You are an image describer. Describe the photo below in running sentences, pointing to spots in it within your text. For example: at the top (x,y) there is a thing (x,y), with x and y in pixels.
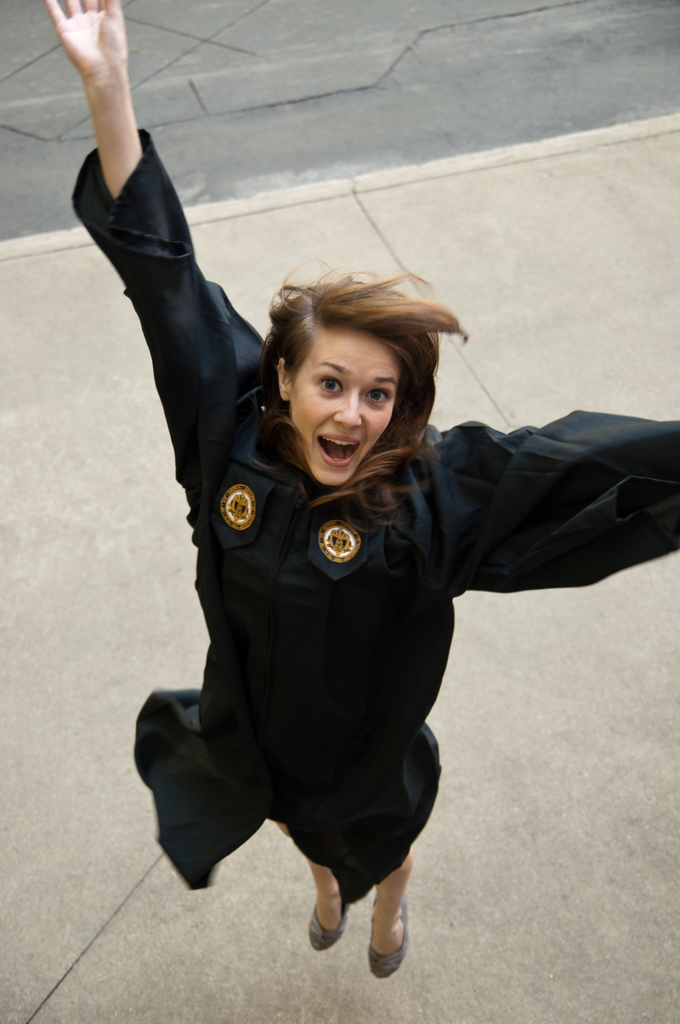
In this picture I can see a woman (366,568) is smiling. The woman (317,575) is wearing black color dress (263,617). In the background (312,118) I can see ground (350,91).
